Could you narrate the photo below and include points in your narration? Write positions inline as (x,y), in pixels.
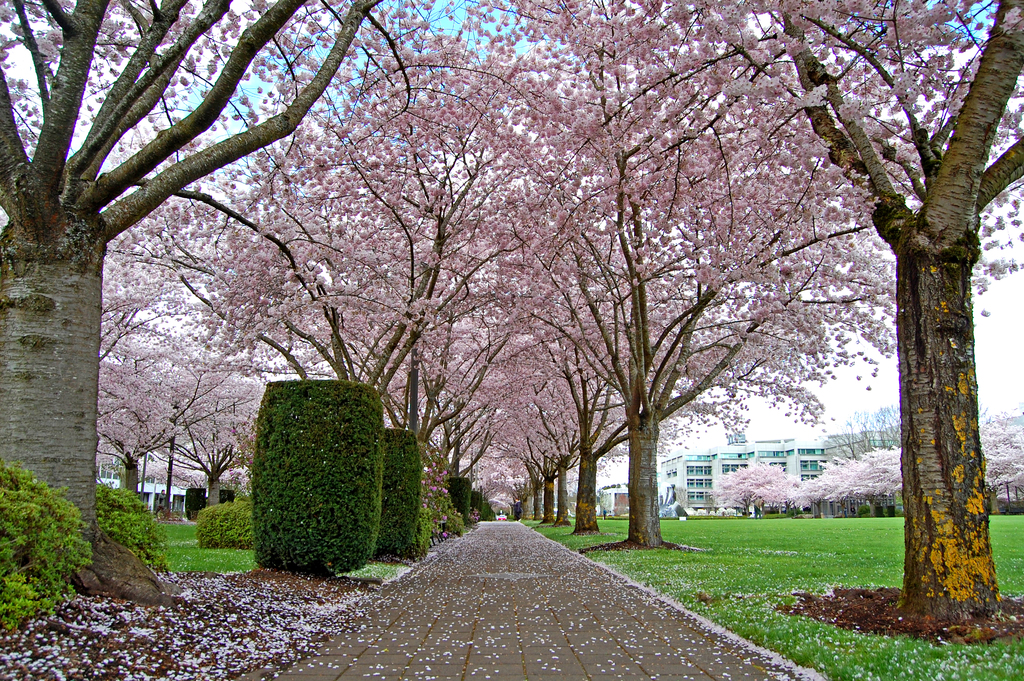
In this image we can see few trees (663,188) with flowers (636,280), there are plants (344,538) and flowers (463,621) on the road (543,611) and grass (831,544), in the background (777,460) there are few buildings (688,472) and the sky (882,364).
